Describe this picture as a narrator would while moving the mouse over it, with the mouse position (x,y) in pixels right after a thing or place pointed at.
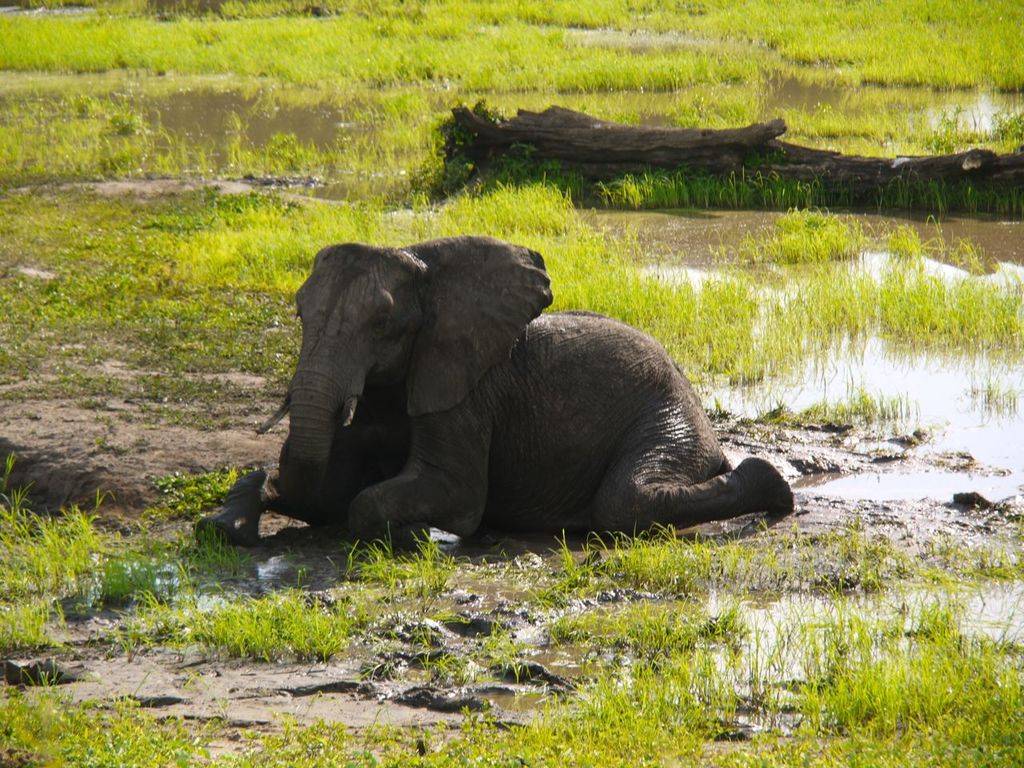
In this image I can see an elephant (480,492) is sitting on the ground (556,607). Here I can see water (843,352), the grass (601,621) and a broken tree (642,163).
